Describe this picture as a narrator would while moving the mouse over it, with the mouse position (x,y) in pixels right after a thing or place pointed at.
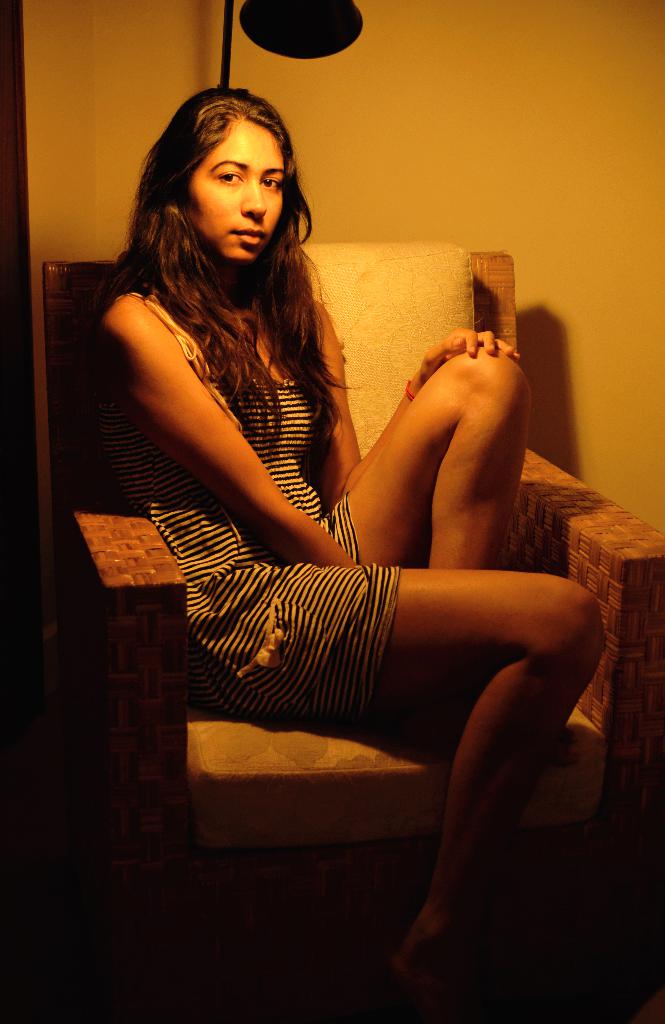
This picture shows a woman (310,420) seated on the chair (280,902) and we see a light (341,10) and a wall (328,90).
